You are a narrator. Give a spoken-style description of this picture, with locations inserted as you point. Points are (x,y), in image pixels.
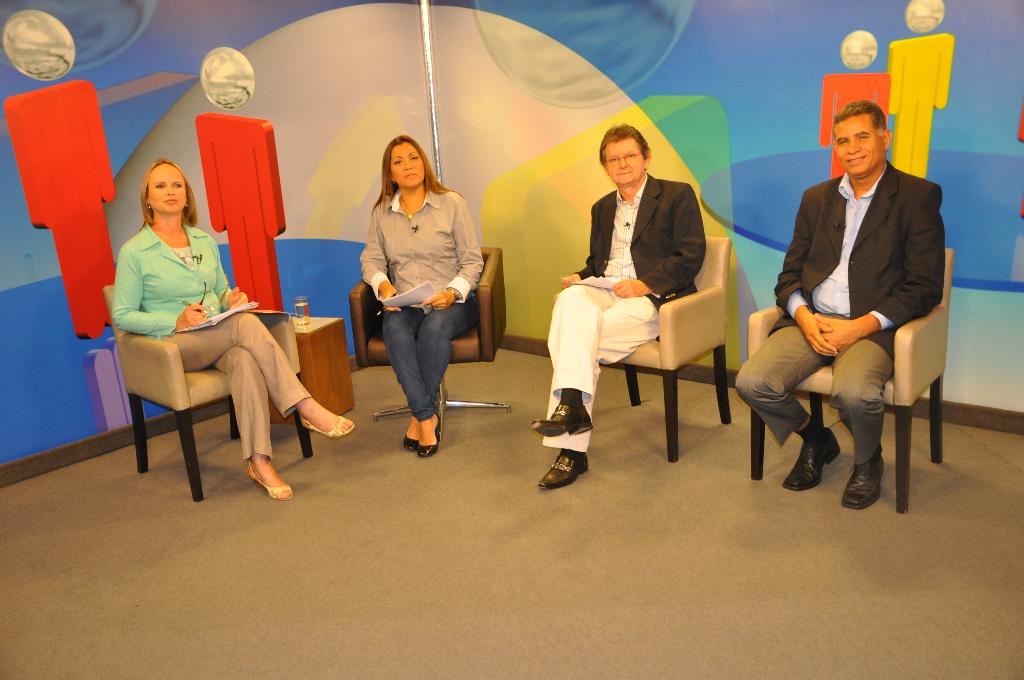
In the middle of the image (564,385) few people (416,359) are sitting on a chair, Behind them there is a banner (460,31).
